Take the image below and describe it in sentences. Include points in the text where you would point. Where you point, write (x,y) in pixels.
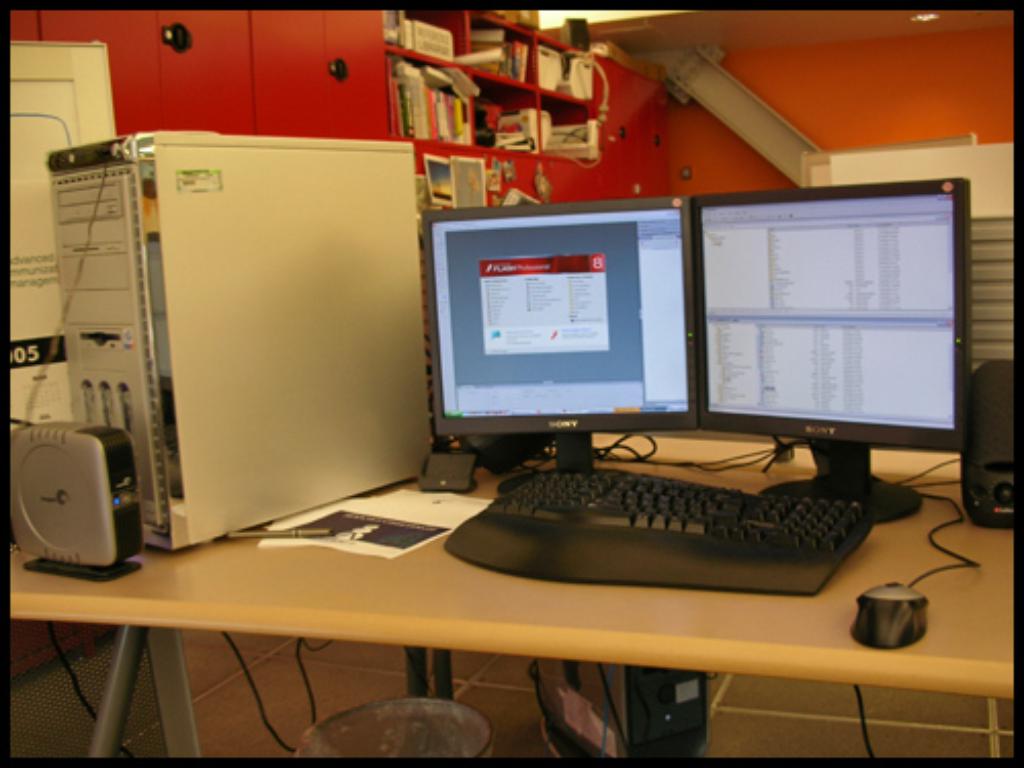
Here we can see a computer (645,306) on the table (816,608) and keyboard (779,508) and cpu (312,461) mouse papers (421,537) and pen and other objects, and here is the wall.
